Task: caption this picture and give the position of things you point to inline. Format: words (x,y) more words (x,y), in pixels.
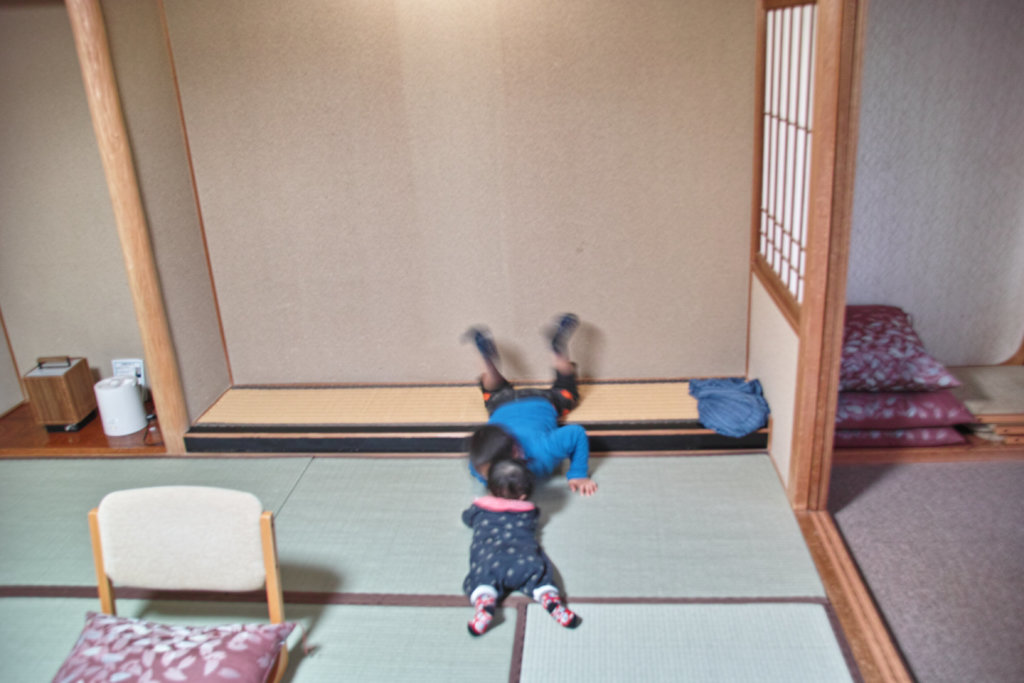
In this image there are two children's (507,471) laying on the floor (425,580), there is a chair (149,526), there are two objects (70,401) and on the right side of the image (917,373) there are three pillows (852,351) and in the background (543,251) there is a wall (274,148).
